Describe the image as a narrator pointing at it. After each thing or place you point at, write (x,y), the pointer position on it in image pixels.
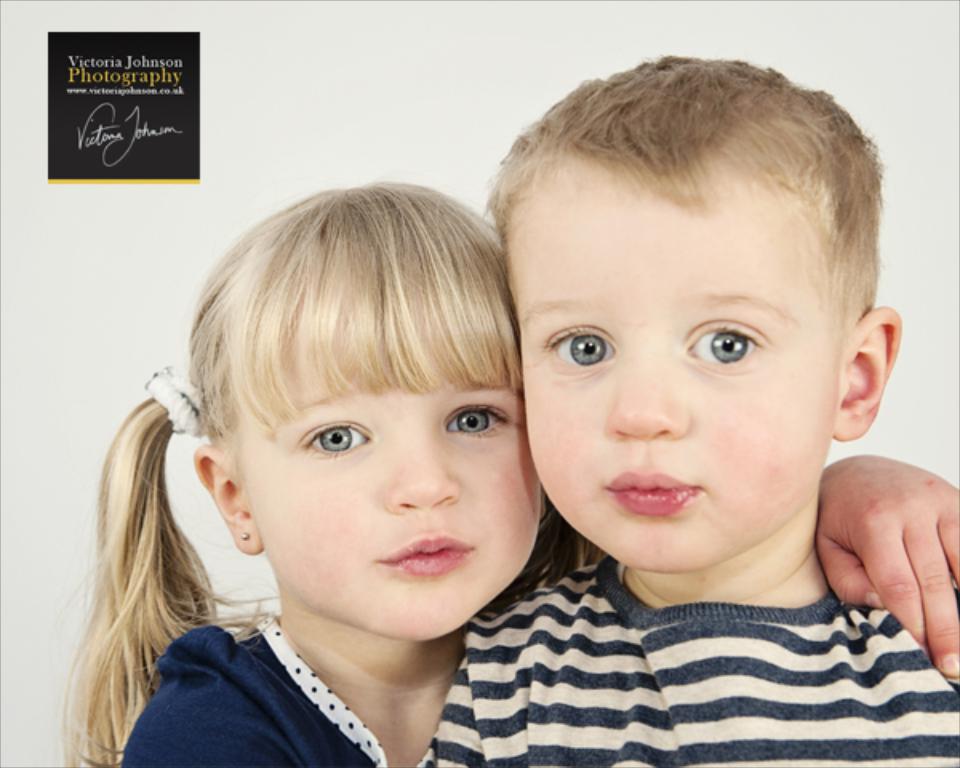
As we can see in the image there is a white color wall (205,219) and two people (631,528) standing in the front (357,535).
